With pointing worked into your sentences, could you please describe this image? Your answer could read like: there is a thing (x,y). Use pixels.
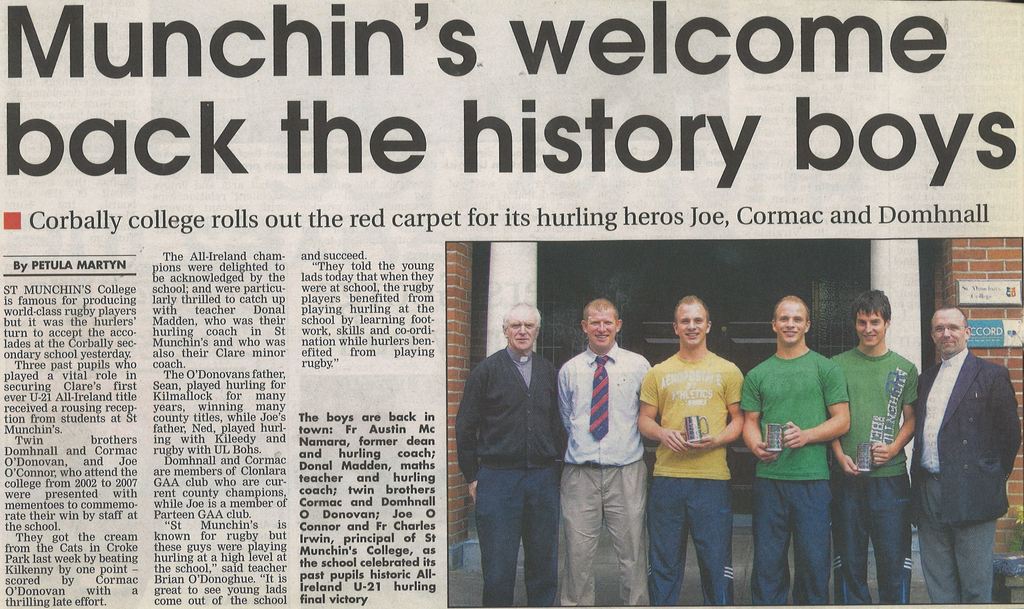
In this image, we can see a picture of the newspaper (628,30), at the right side (859,571) we can see some people (921,531) standing in that picture.
